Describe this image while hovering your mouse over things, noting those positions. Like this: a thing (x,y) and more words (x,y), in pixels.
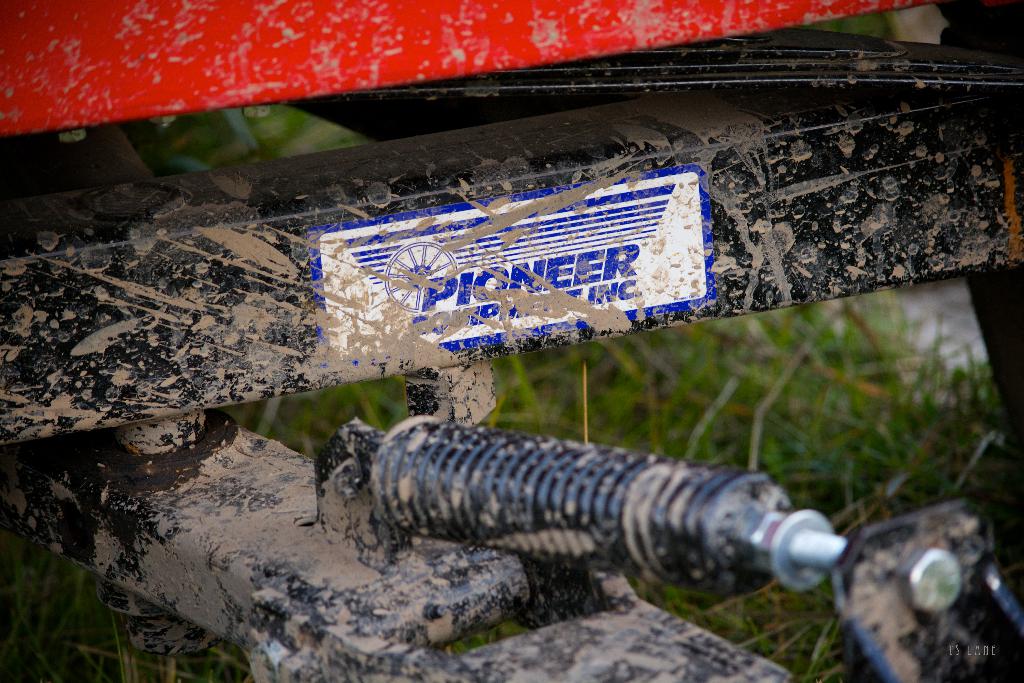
In this picture we can see a sticker (375,360) on a metal object (317,492) and in the background (751,440) we can see the grass (769,447).
